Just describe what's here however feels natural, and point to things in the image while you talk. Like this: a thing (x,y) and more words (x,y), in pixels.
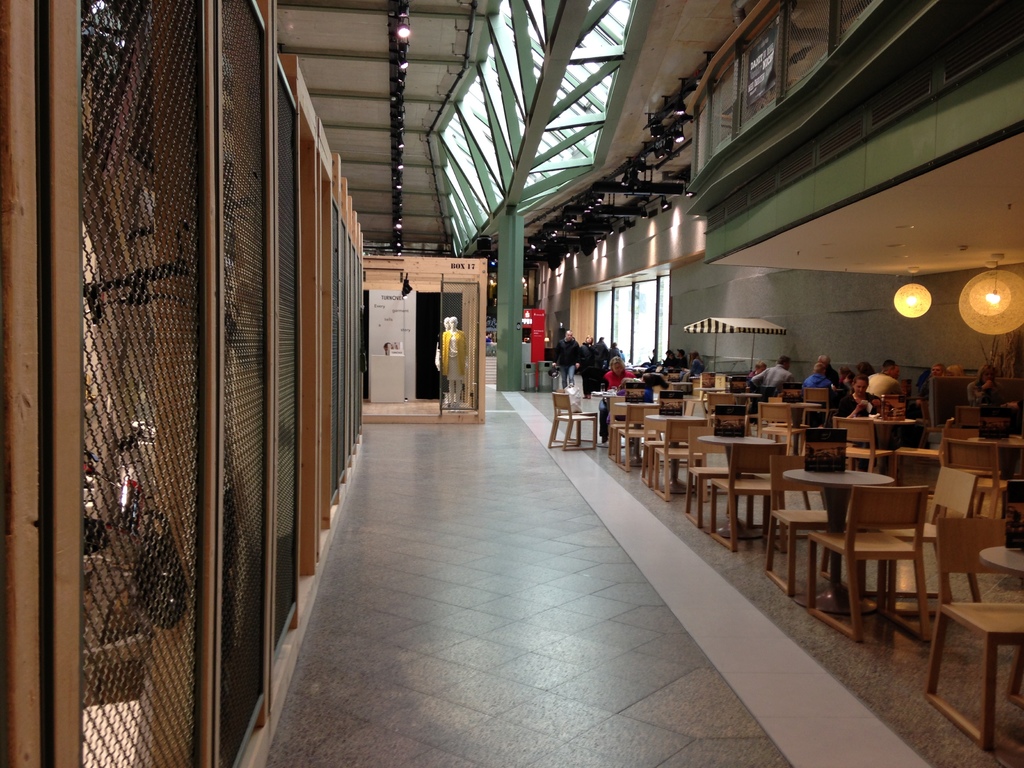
In the foreground of this image (492,577), there is the floor (456,551). On the left (258,432), there is the mesh (279,401). On the right (861,513), there are tables (866,475), chairs (899,509), lights (920,315), persons (765,376) sitting on the chairs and a tent (712,323). In the background (570,337), there are persons (606,348), glass window (620,305), mannequin (454,343) and the ceiling (442,91) on the top (495,87).
